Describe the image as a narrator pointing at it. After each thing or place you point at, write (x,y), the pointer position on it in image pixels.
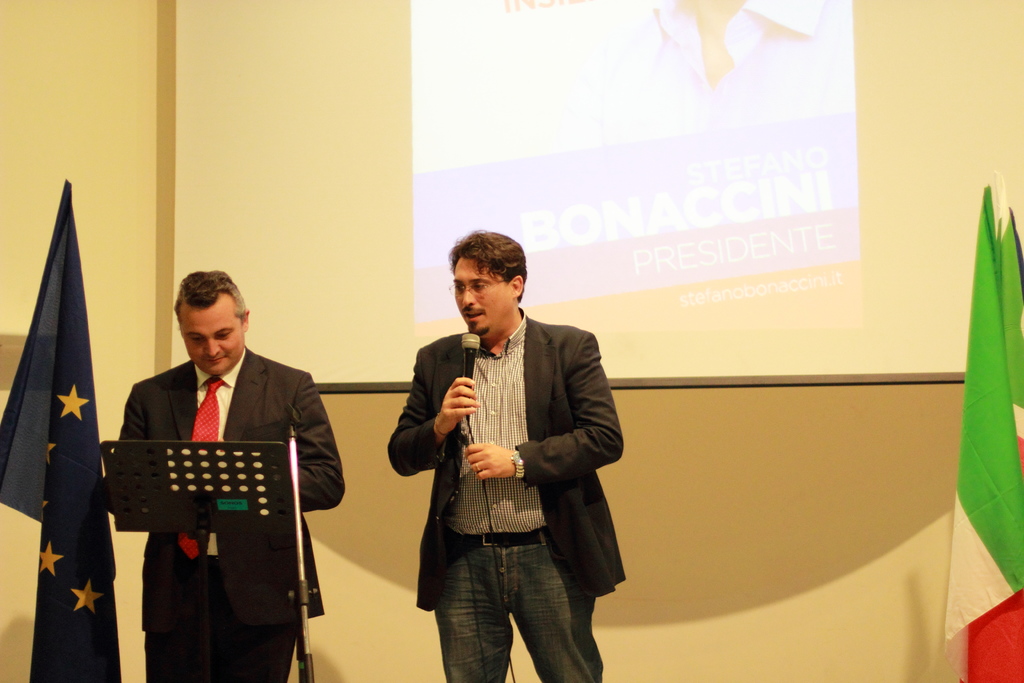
This is the picture of two people (255,407) wearing black suit (315,407) and standing among them one is holding the mike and behind the screen (263,157) and two flags (93,441) beside them.
